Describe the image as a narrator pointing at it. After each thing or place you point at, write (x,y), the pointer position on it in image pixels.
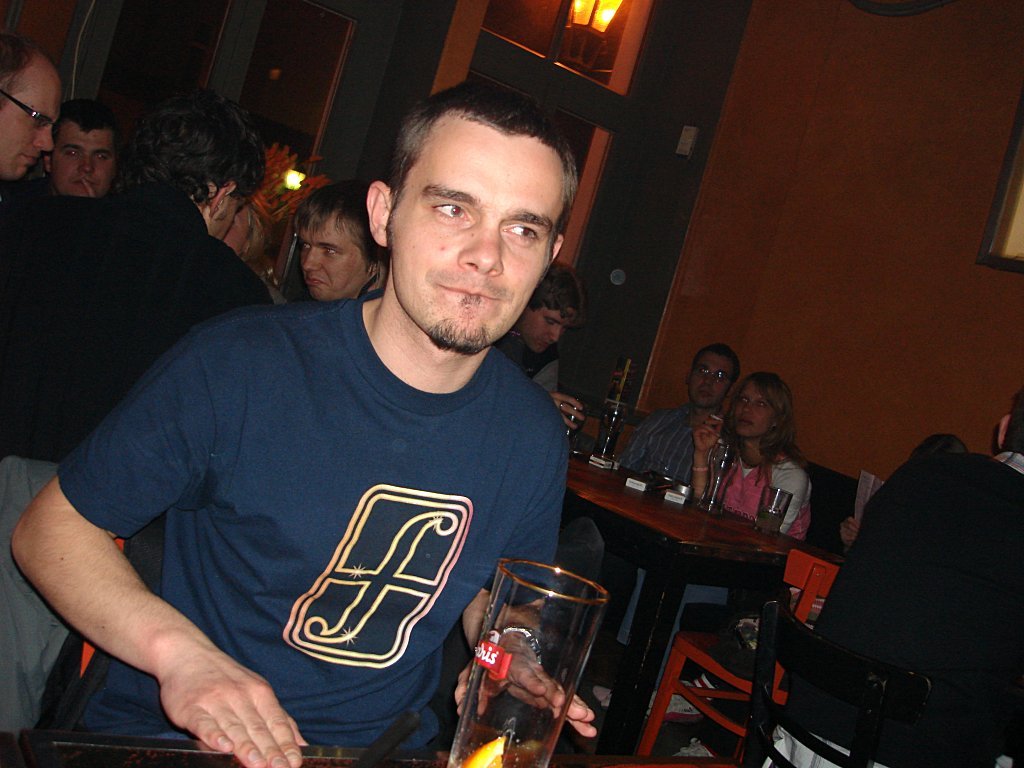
In this image I can see a group of people (489,466) are sitting on the chairs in front of tables (650,640) on which I can see liquor bottles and glasses (700,502) and a few of them are holding glasses (507,637) in their hand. In the background (759,15), I can see walls (930,340), lights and doors (295,17). This image is taken may be in a restaurant (256,12).
